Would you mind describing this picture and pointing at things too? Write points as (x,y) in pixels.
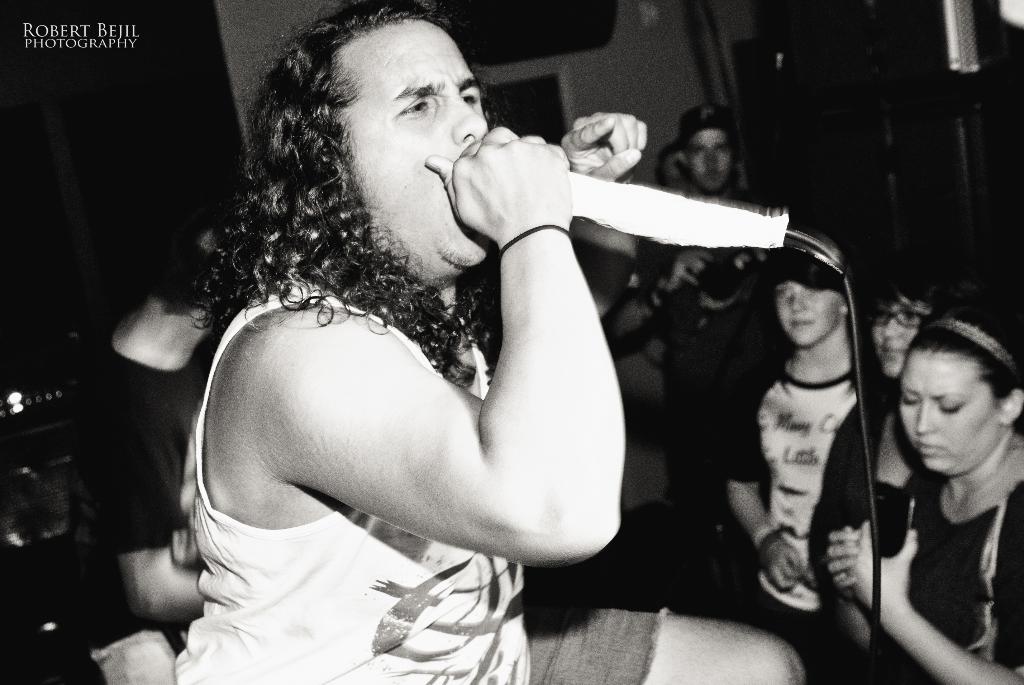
In this image, we can see few peoples (469,529). One person (353,373) is holding a microphone (581,202). The right side of the image (943,478), the woman (960,474) is wearing a hair band (981,344). And she hold mobile (887,515). At the background (728,172), a human (721,161) wear a cap (706,114) on his head (721,154).
